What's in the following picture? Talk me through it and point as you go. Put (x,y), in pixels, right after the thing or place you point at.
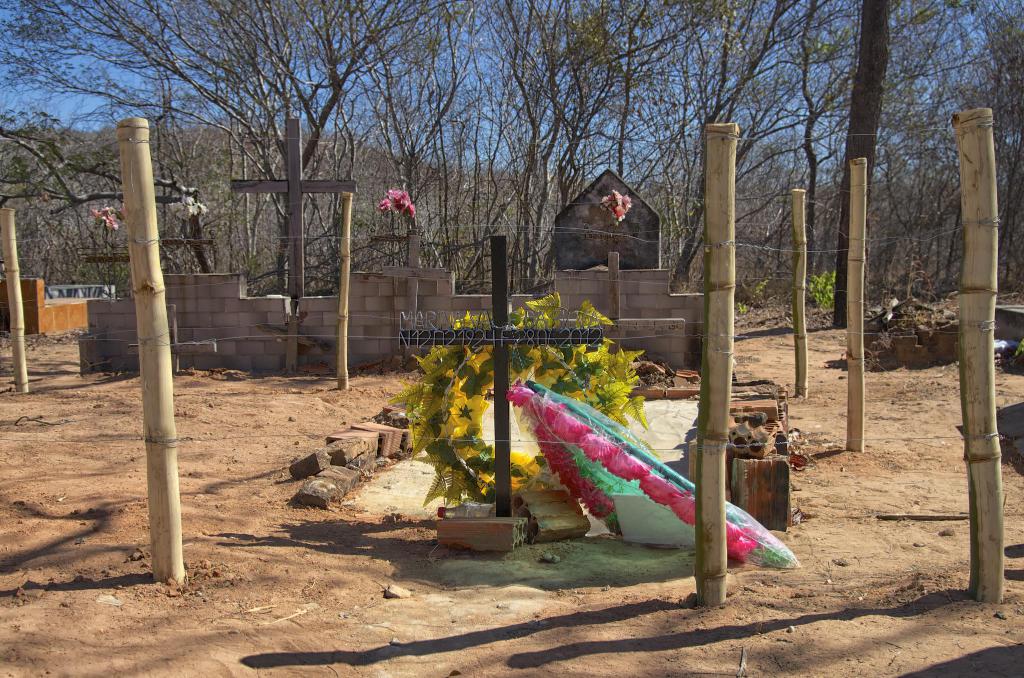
In the image we can see there is a graveyard (200,390) and there is a flower bouquet (583,489) and flower garland (478,460) kept near the cross (497,390). There are wooden poles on the ground (533,596) and behind there are lot of trees (432,70).
